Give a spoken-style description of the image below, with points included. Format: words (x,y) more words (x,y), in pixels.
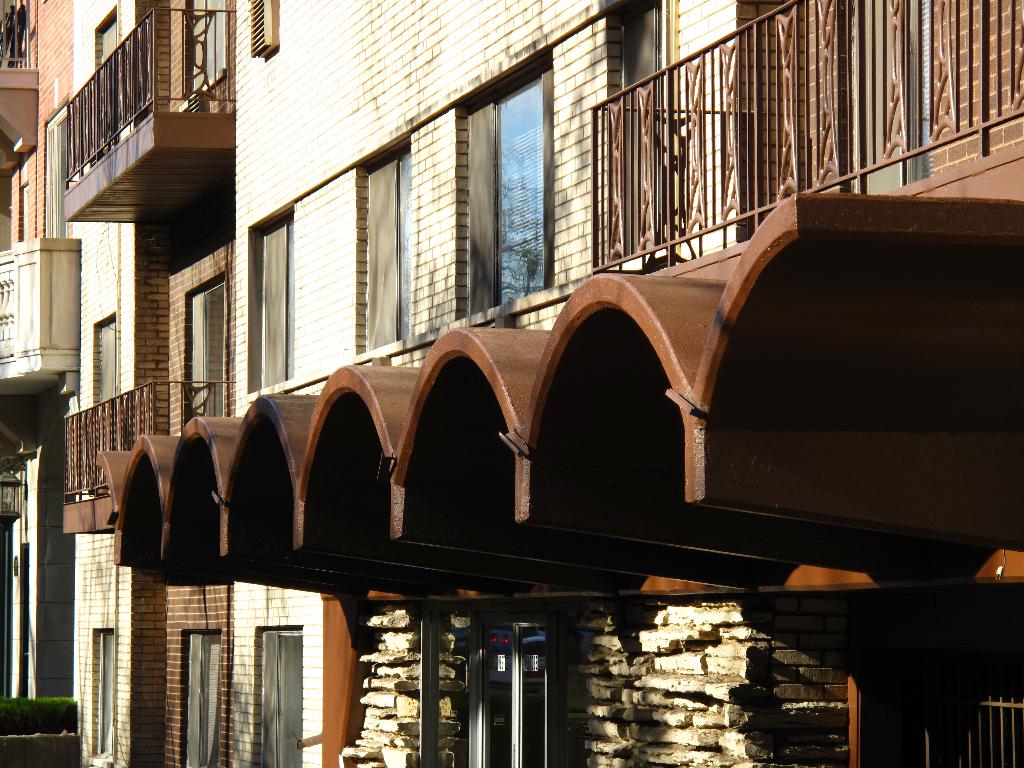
In the picture I can see a building (152,275) with glass windows (461,708), steel railing (93,493) and shelter (670,449).
